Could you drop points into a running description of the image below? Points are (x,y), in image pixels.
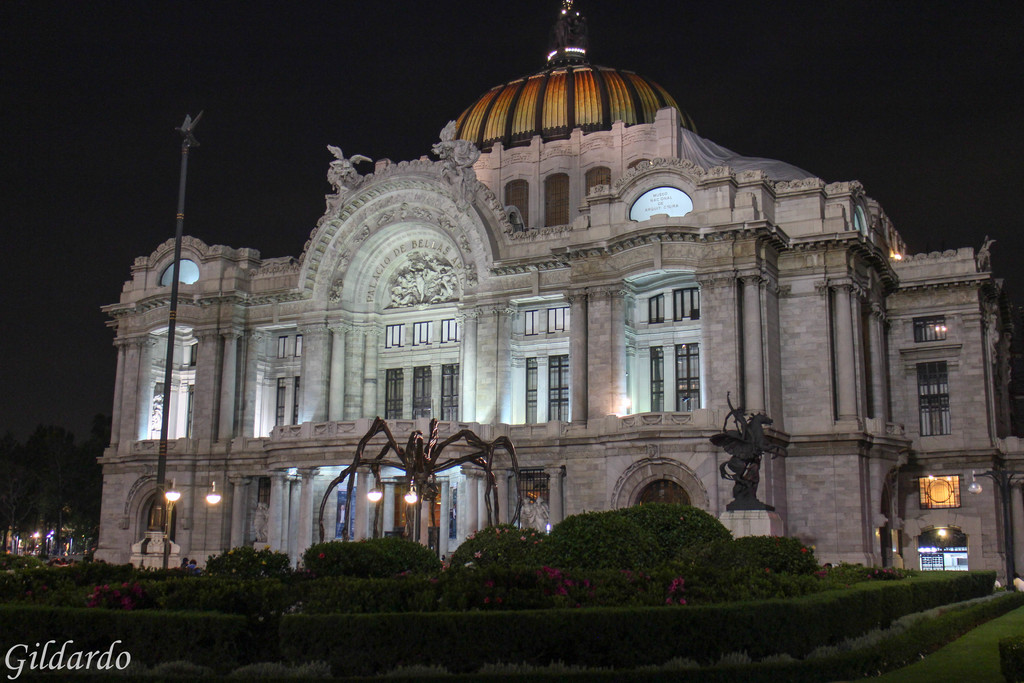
In the left bottom corner (21,658), there is a watermark (79,669). In the background (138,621), there is a garden (890,645), near statues (757,445), there is a building (336,247), which is having glass windows (697,392), there are lights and the background (983,121) is dark in color.
